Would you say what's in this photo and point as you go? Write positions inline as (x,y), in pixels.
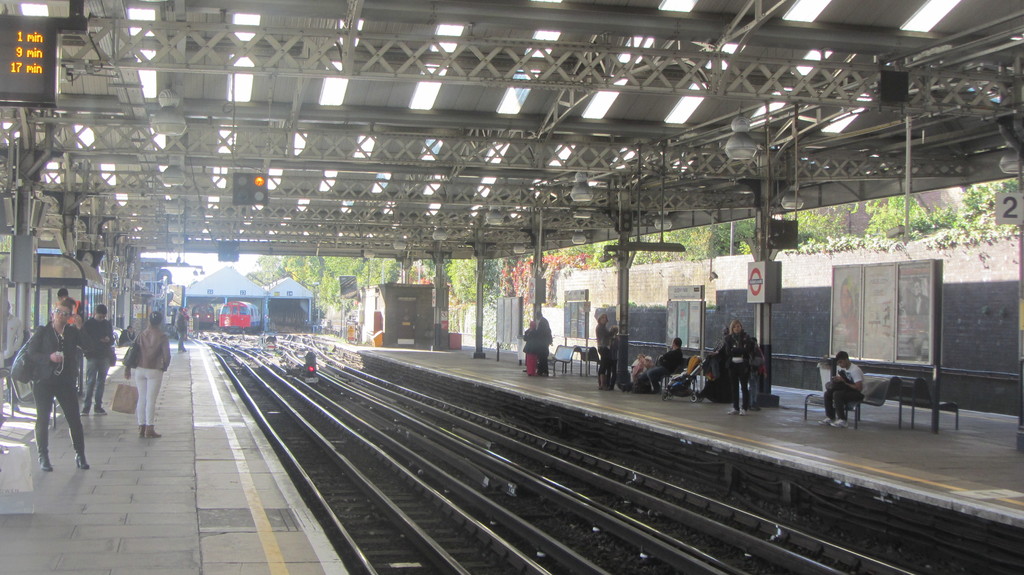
In this image, we can see few people (68,370). Few are standing and sitting on the benches (873,375). Few are wearing and holding some objects (24,378). At the bottom of the image (403,467), we can see train tracks (525,528), platforms (295,493). Background (974,361) we can see banners (878,324), pillars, sheds (425,301), wall (829,317), trees (926,230). Here we can see rods (413,228), signal (252,188), digital screen (30,77) and few objects (175,108).
